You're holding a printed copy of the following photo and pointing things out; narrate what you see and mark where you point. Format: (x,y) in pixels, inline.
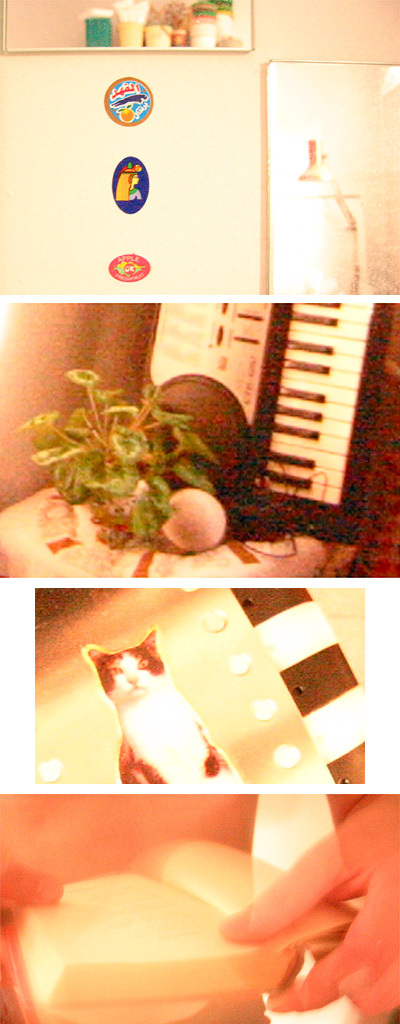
It is a collage image where we can see fridge (196,288), plant (191,483), cat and a book (231,845).
